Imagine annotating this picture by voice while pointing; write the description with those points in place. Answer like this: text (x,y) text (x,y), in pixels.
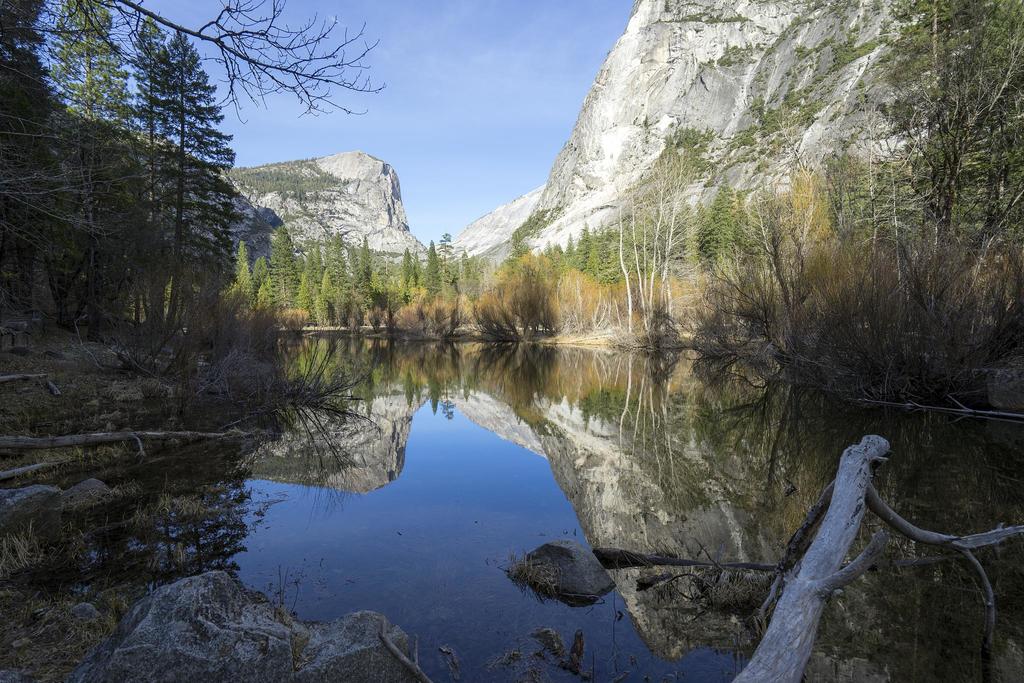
In this picture we can see water (502,496), beside the water (513,485) we can see trees (604,251), rocks (481,240) and we can see sky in the background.
